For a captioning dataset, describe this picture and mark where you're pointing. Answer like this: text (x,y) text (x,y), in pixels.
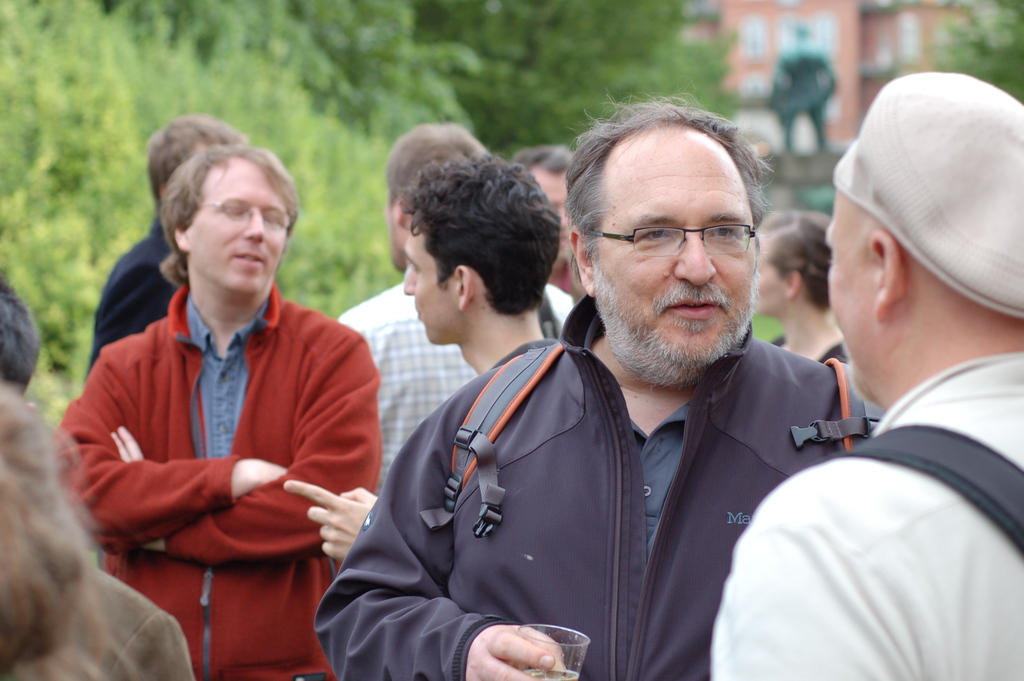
In this image we can see many persons (499,318) standing on the ground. In the background (88,136) we can see trees (469,86), statue (790,86) and building (764,96).
